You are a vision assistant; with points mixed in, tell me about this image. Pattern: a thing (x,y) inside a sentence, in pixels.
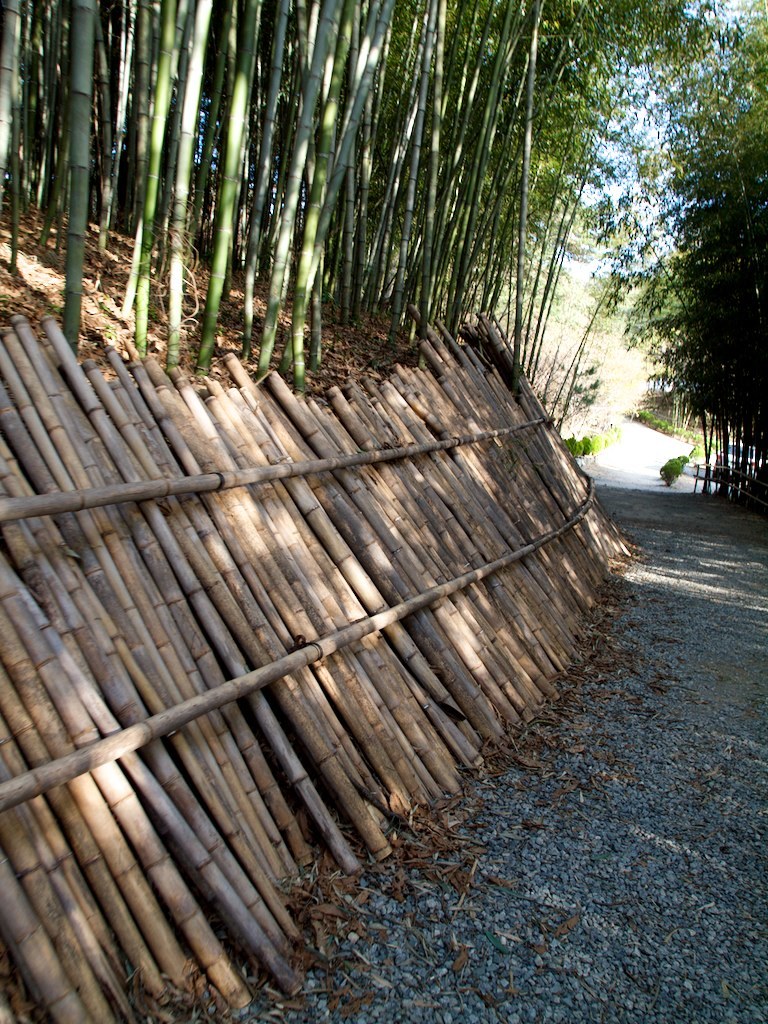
This picture is clicked outside. On the left (131,628) we can see there are many number of bamboo (383,528) placed on the ground (589,916). On the right (614,958) there are some gravels (699,611). In the background (539,376) we can see the plants (430,183) and the trees (748,194) and the sky (634,214).
